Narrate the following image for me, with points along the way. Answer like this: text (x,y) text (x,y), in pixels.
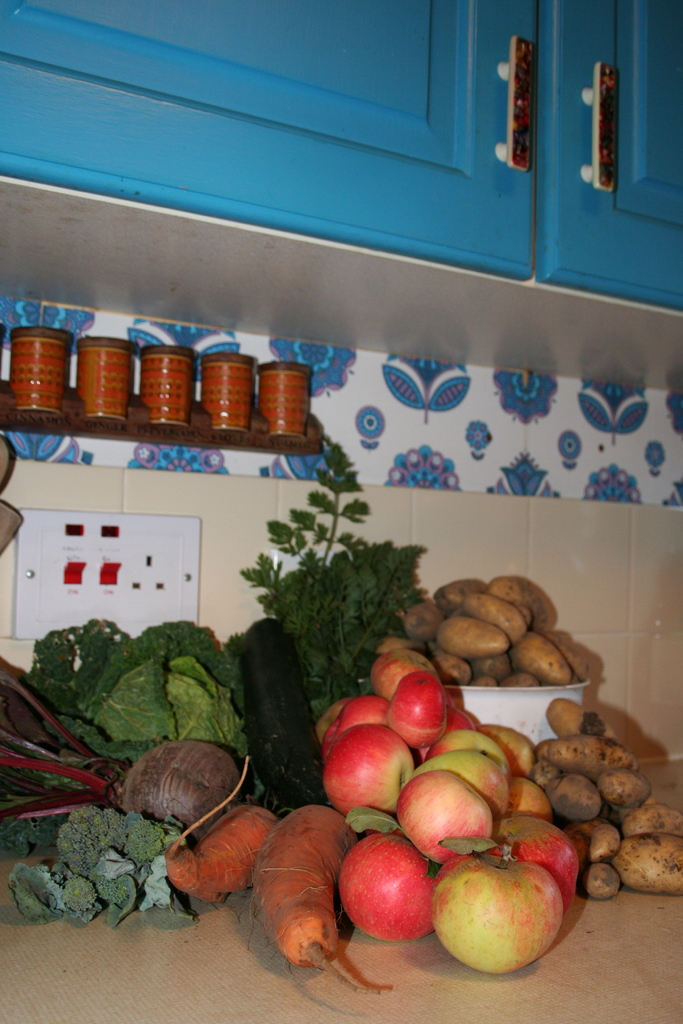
In this image, we can see fruits (334,760) and vegetables (365,579) and there is a vessel (528,715). In the background (164,392), there are cups (152,390) in the stand (126,414) and we can see a switch board (188,532) on the wall (246,510) and there is a cupboard (178,132).
